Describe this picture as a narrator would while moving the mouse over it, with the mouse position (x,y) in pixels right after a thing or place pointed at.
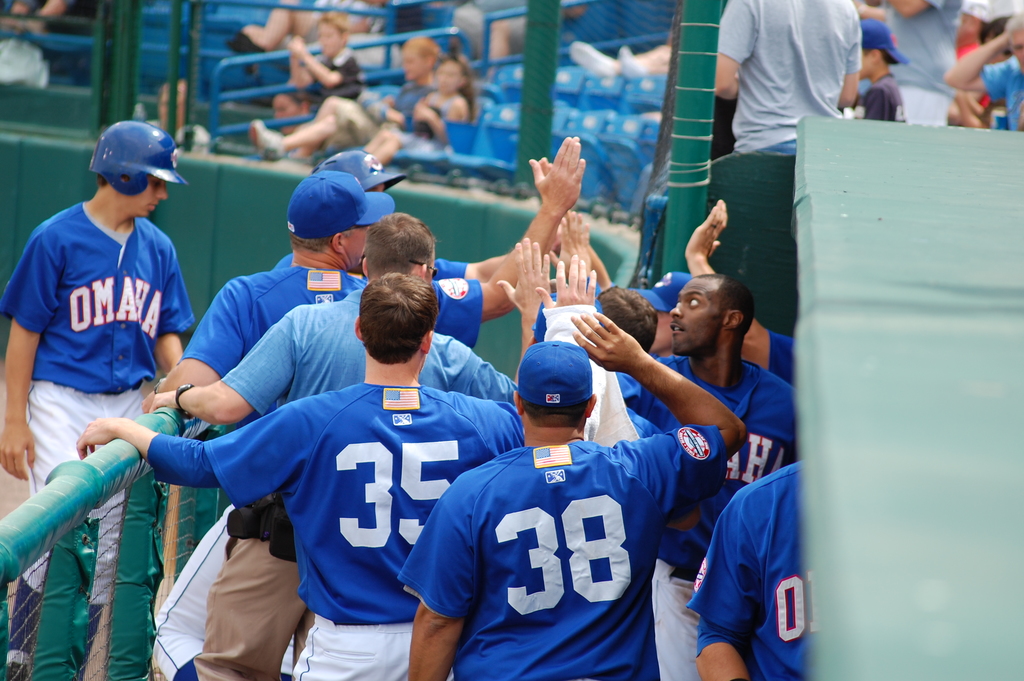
This picture seems to be clicked outside. In the foreground (525,492) we can see the group of people (379,369) wearing t-shirts (332,399) and seems to be standing. On the left (72,511) we can see the net (59,538) and the metal rods (77,478). On the right (931,280) there is an object (931,280). In the background (682,91) we can see the chairs (655,99), metal rods (129,17) and the group of people (351,102) sitting on the chairs (64,42) and the group of people (922,64) seems to be standing on the ground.
